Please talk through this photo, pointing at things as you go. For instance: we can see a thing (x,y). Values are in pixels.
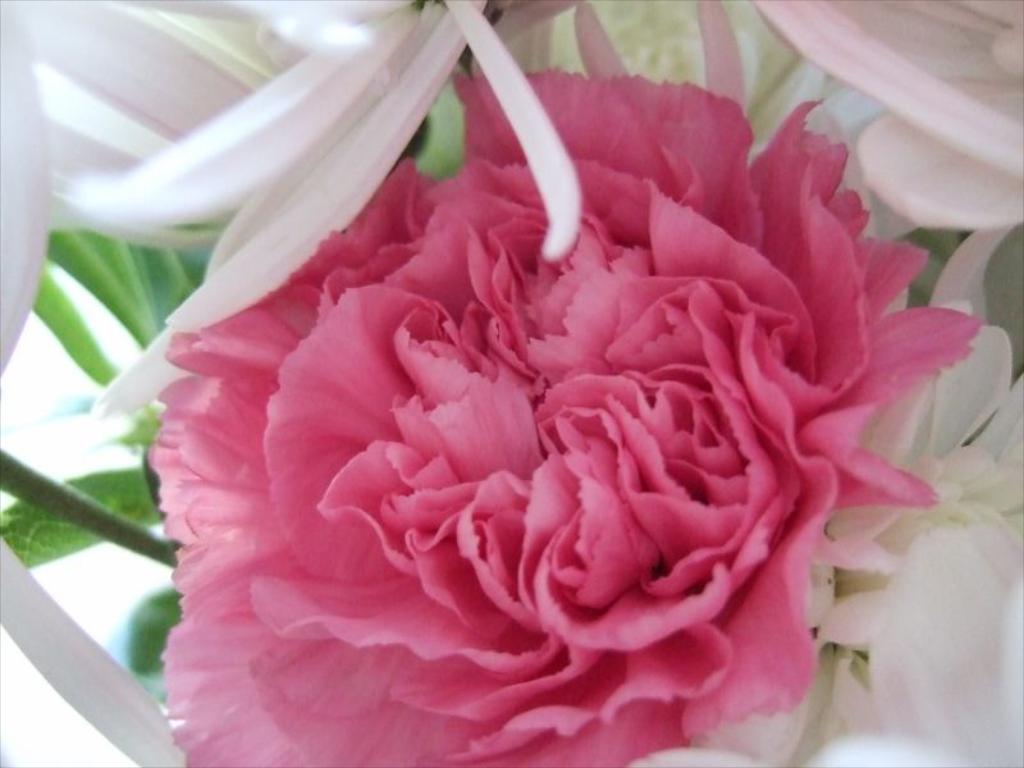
In the picture I can see flowers (608,377). These flowers (543,407) are pink and white in color.
